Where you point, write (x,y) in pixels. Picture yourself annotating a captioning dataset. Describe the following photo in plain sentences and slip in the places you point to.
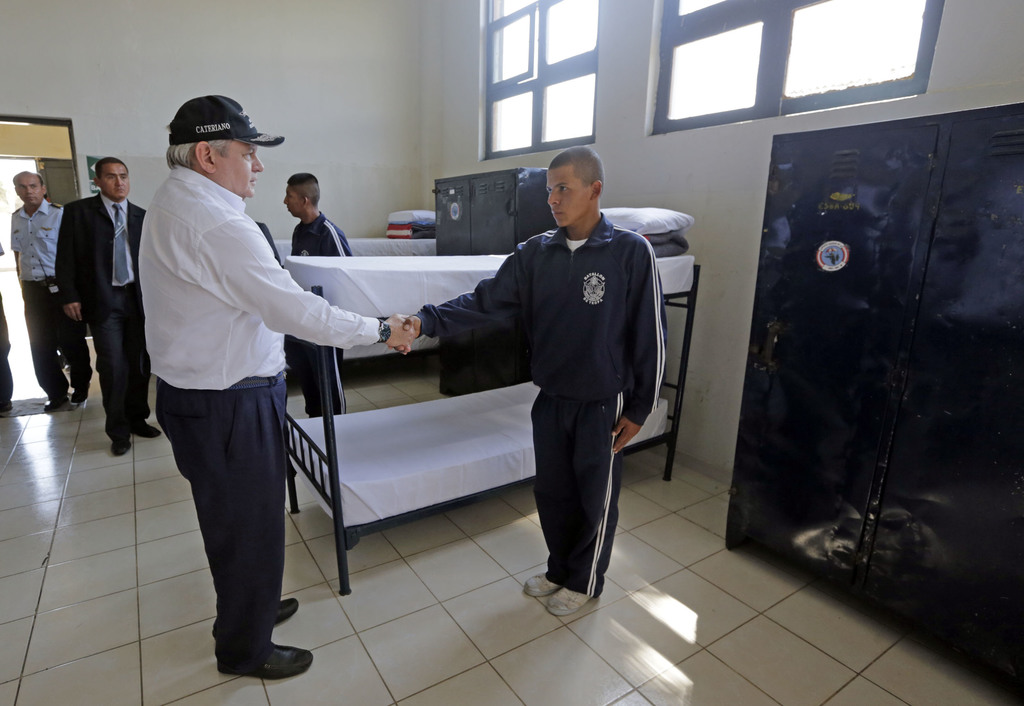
In this image we can see there are two persons (186,293) shake handing to each other, behind them there are two double beds (353,292), in the middle of them there is a rack (494,223). On the right side (843,291) there is another rack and there are a few people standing on the floor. In the background (532,79) there is a wall (296,51) and windows (557,53).
